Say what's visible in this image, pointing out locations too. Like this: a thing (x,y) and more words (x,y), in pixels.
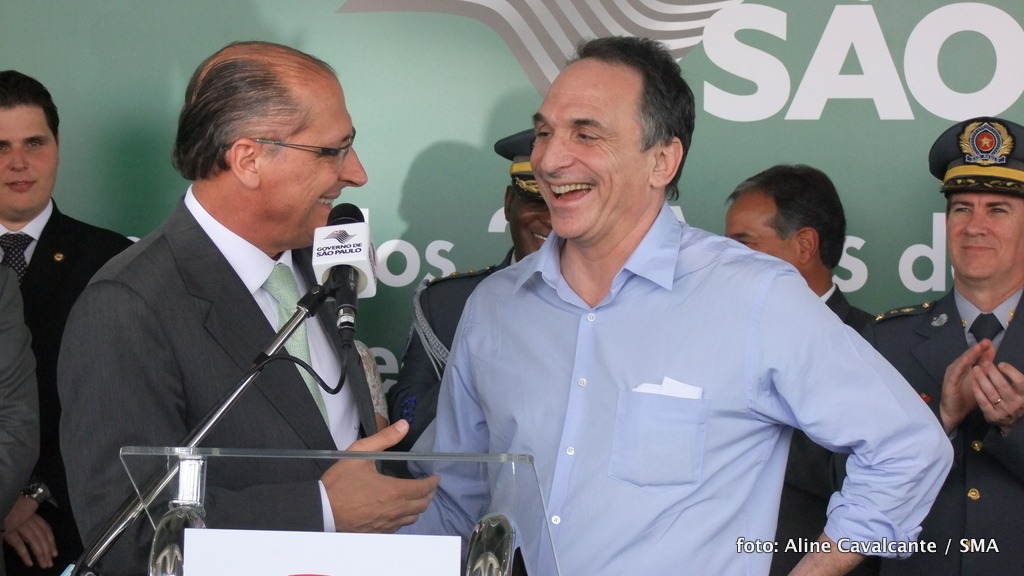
In this image I can see in the middle (501,280) two men (326,401) are smiling, they wore shirts (440,390). Behind them officers (1016,209) are standing, they wore coats (892,338), caps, shirts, ties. At the left side (317,381) it is the microphone (356,206).
